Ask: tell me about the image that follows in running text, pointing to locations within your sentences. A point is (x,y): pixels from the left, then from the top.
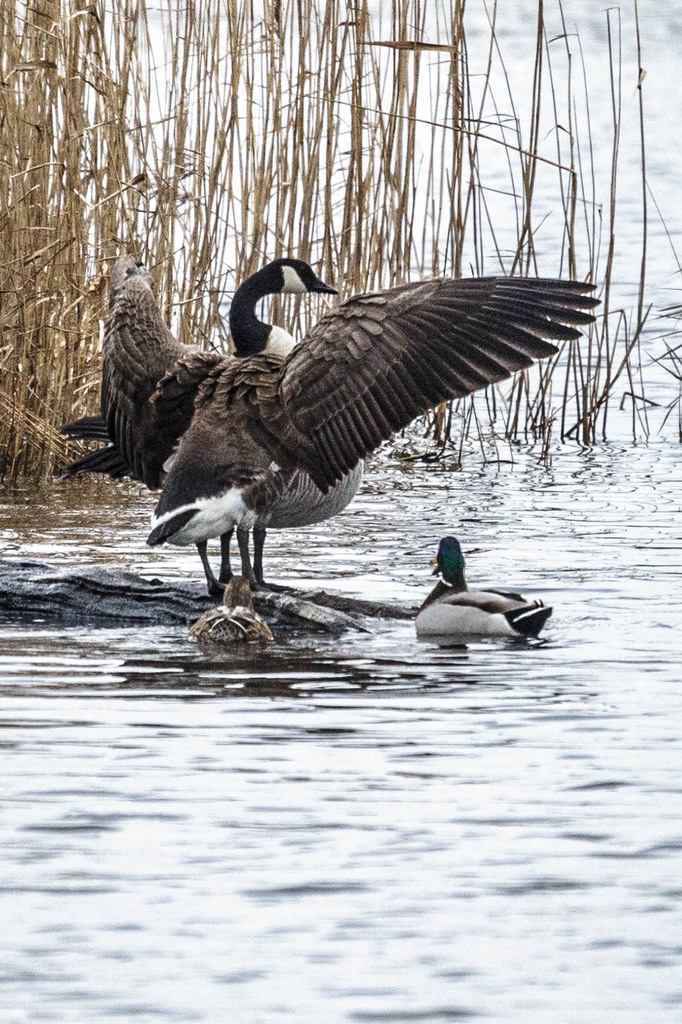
In this image there is a bird (196,466) standing on the wooden stem (157,591) of a tree (197,586), which is in the river (312,582) and there are two birds (466,595) in the river (476,743), there is a dry grass (144,225).
